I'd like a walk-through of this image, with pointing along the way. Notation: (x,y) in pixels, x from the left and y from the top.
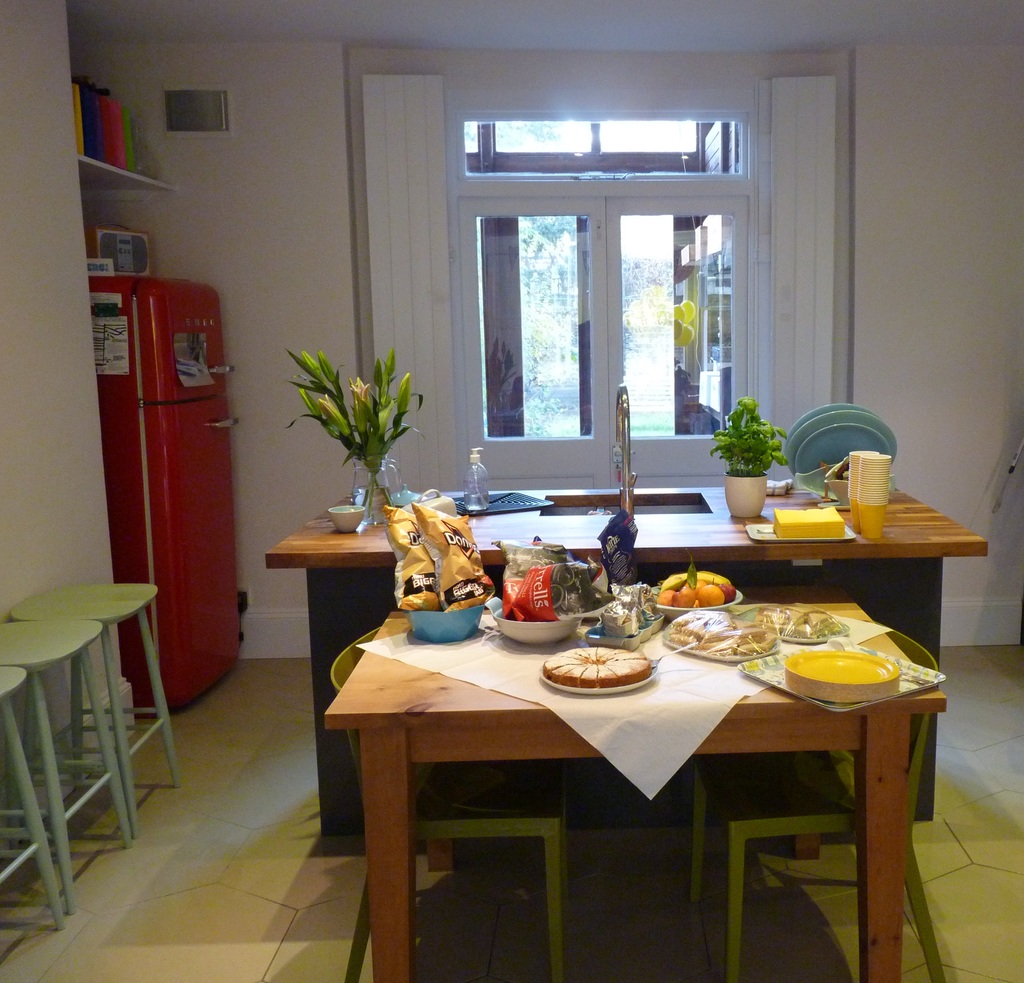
This is the inner view of a room (920,274). In the middle of the image (349,651) we can see a table (865,801) and two chairs (516,828) on the left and right sides of it. On the table (567,649) we can see packaged goods (430,554), fruits (697,573) in a plate (705,611), serving plates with food (632,665) in it. Behind the table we can see a small counter top (596,526) and house plants (750,445), sink (627,475), draining rack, plate stand (816,450), sponge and disposable glasses (866,522) on it. On the left side of the room (215,839) we can see chairs (50,773), refrigerator (173,438) and a cupboard (84,159) with books (93,110) in it. Beside the countertop (789,495) we can see a window (501,328).
